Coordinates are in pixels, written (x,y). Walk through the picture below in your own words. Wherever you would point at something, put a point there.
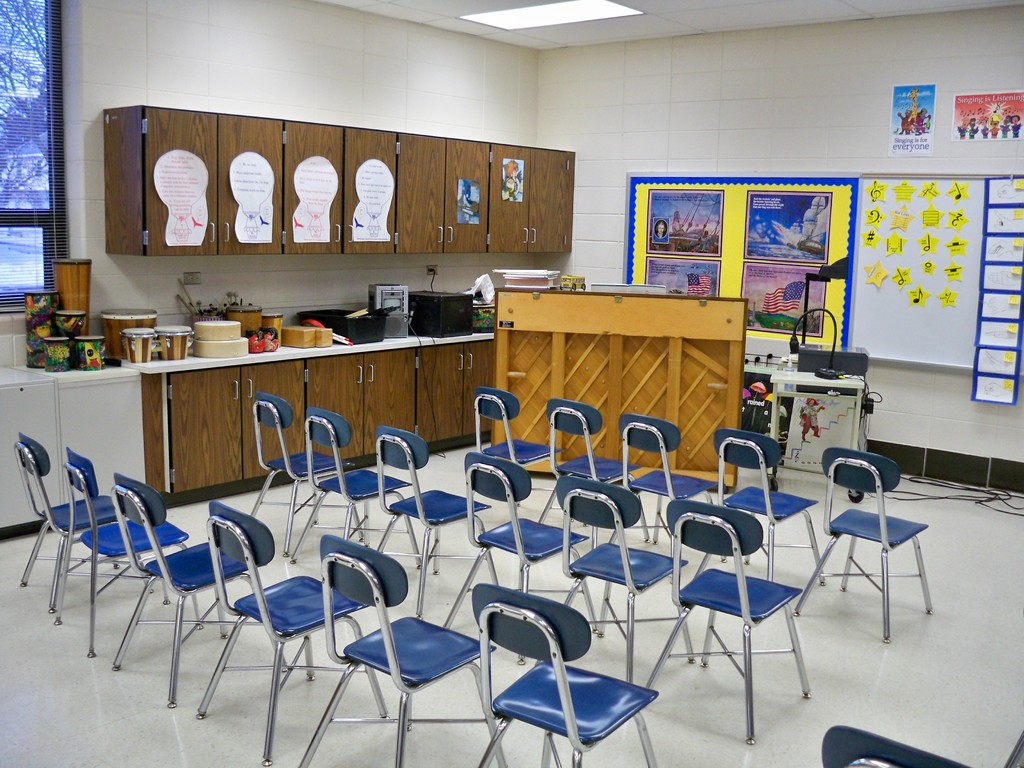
These are the empty chairs (123,539). I can see a table (798,375) with a lamp (820,371) and few other objects (804,350) on it. These are the cupboards (499,215) with doors (540,215). I can see posters (195,207) attached to the cupboards (201,158). These are the musical instruments (164,331), tray (374,333) and few other objects (436,322). This looks like a notice board (855,243) with the papers (904,224) attached to it. This is the ceiling light (549,20), which is attached to the roof (640,3). These are the cables (995,499). Here is the window (35,187).
